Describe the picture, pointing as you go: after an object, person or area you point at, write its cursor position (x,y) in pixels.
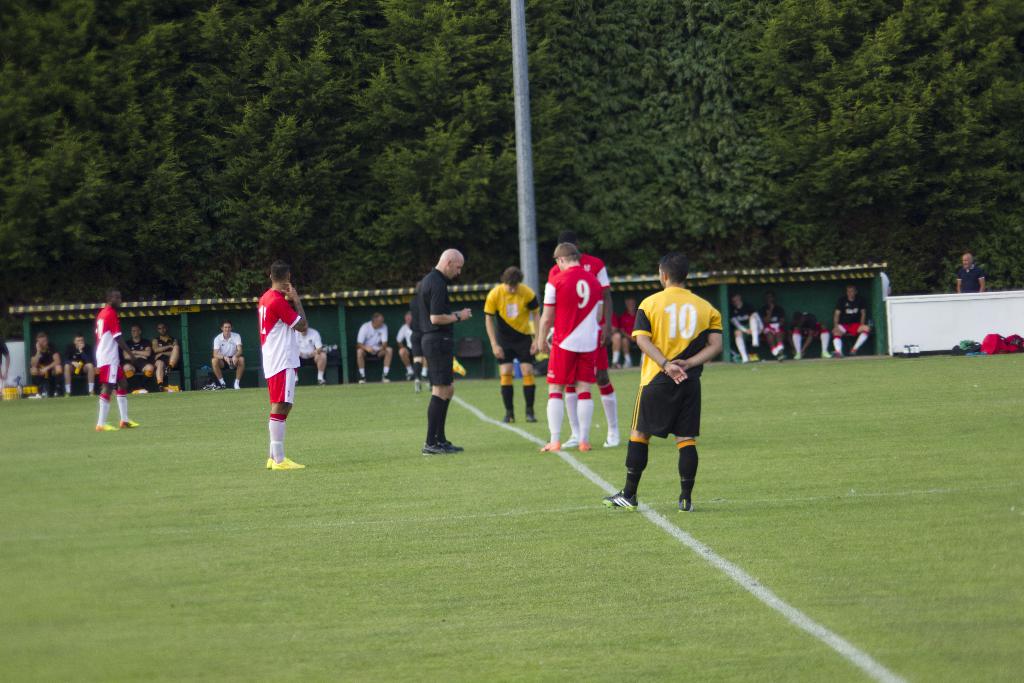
In this picture there are people (508,345) in the center of the image (627,408), it seems to be a playground (182,403), there is shed (871,327) in the center of the image (366,313) and there is grass land (27,515) at the bottom side of the image (423,460), there are trees (494,153) at the top side of the image (594,138).
